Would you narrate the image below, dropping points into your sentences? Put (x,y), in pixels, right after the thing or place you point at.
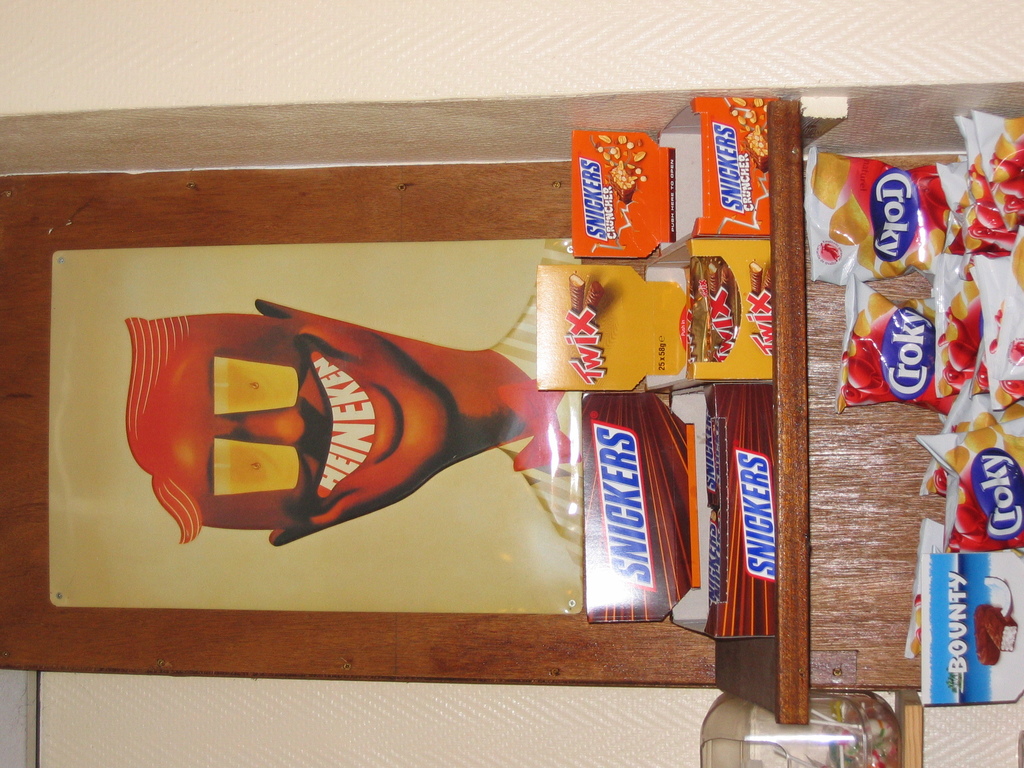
In front of the image there are some packets (939,374) on the table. There are chocolate boxes (769,323) on the platform (786,512). Behind the platform (757,686), there is a poster (505,361) on the wooden board (85,234). On the left side of the image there is some object (814,747) on the table (814,618).
